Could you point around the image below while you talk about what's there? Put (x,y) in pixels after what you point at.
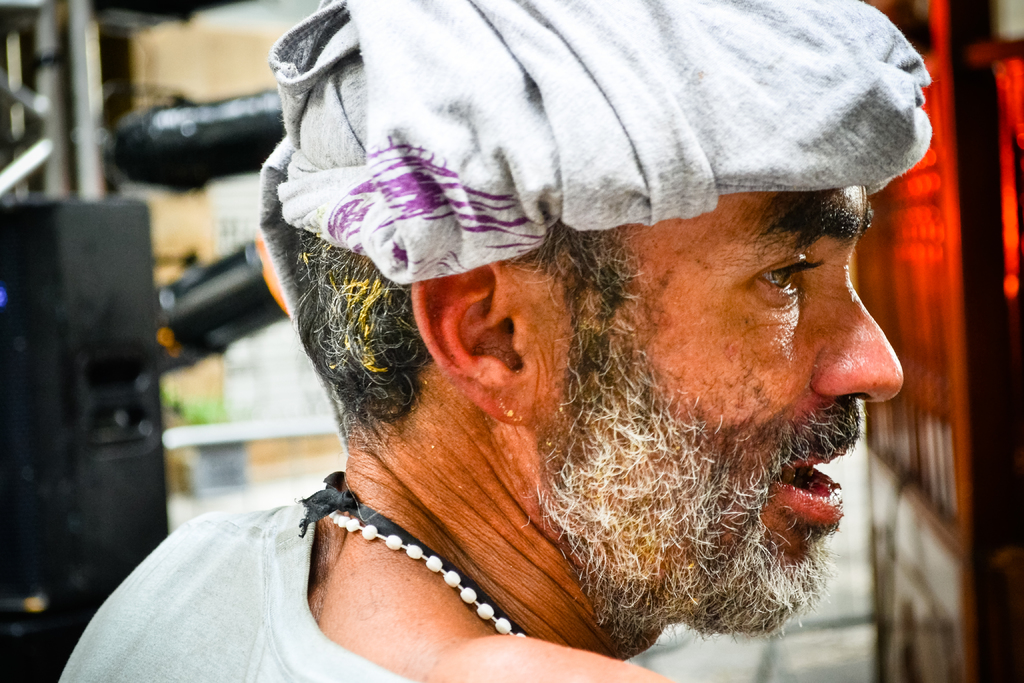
In the foreground of the picture (554,331) we can see a person (385,398). The background (865,597) is blurred.
